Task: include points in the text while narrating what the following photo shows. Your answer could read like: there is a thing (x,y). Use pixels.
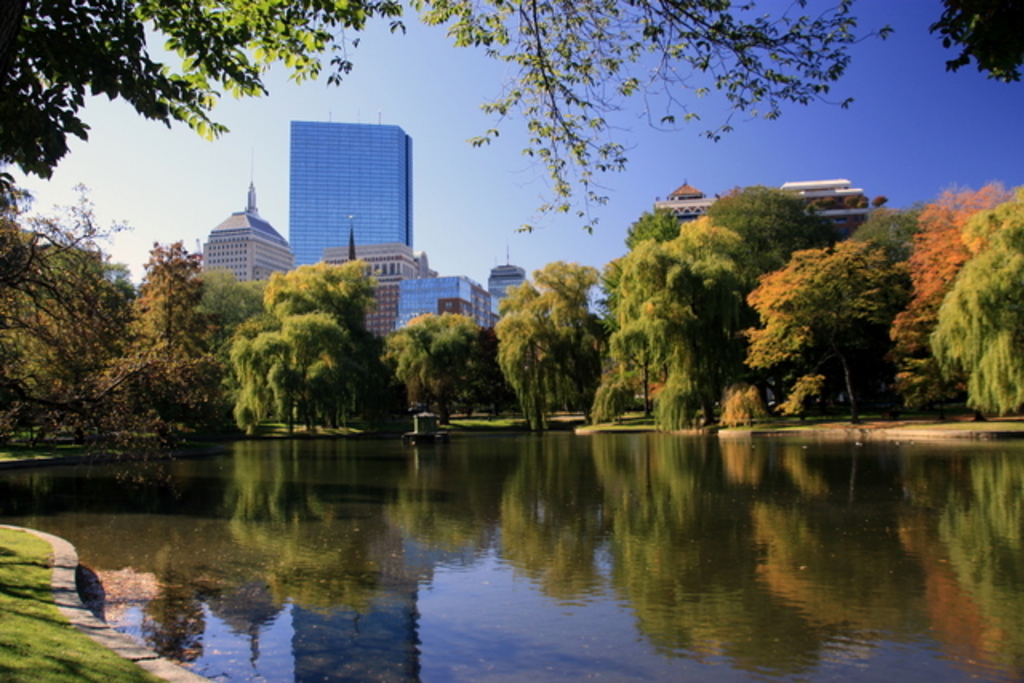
In the image there is a lake (372,584) in the front (655,554) with trees (669,376) behind it and over the background (388,259) there are buildings (405,257) and above its sky (877,122).
